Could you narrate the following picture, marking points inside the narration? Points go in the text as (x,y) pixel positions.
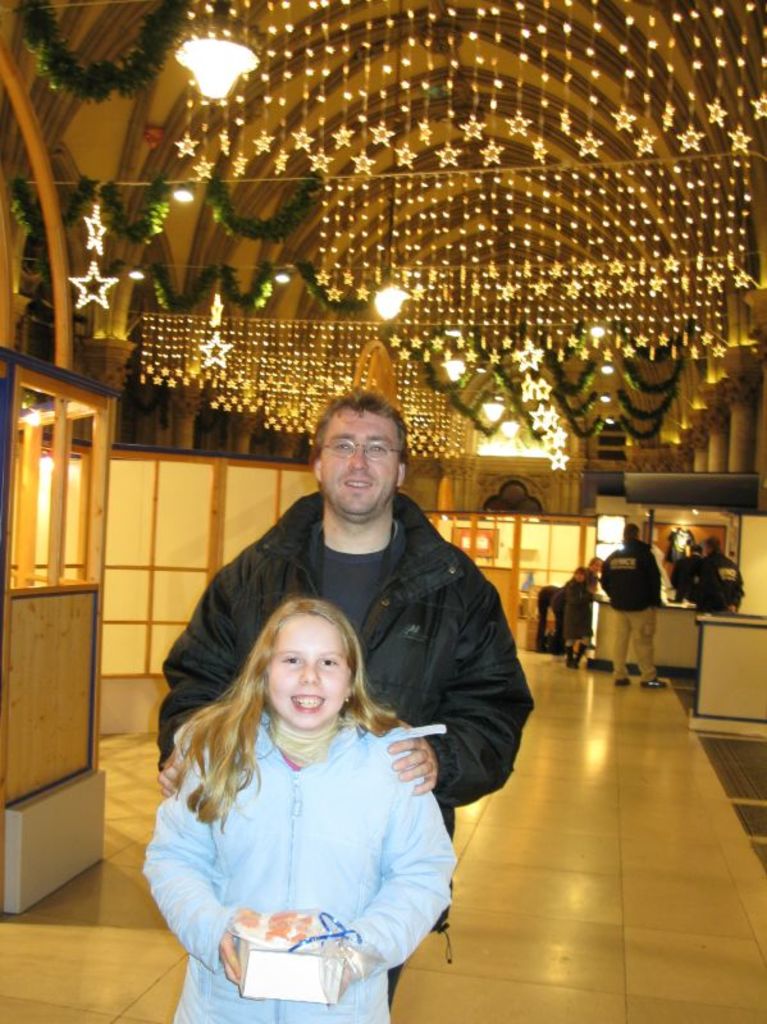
In this image we can see two people (372,812) in which one of them is wearing goggles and the other is holding an object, behind them, we can few cabins (76,499), few people (635,580), few tables (764,698), some decorative flowers (81,180) attached to the ropes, some lights (226,55) and decorative lights (561,431) hanging from the roof (236,247).
